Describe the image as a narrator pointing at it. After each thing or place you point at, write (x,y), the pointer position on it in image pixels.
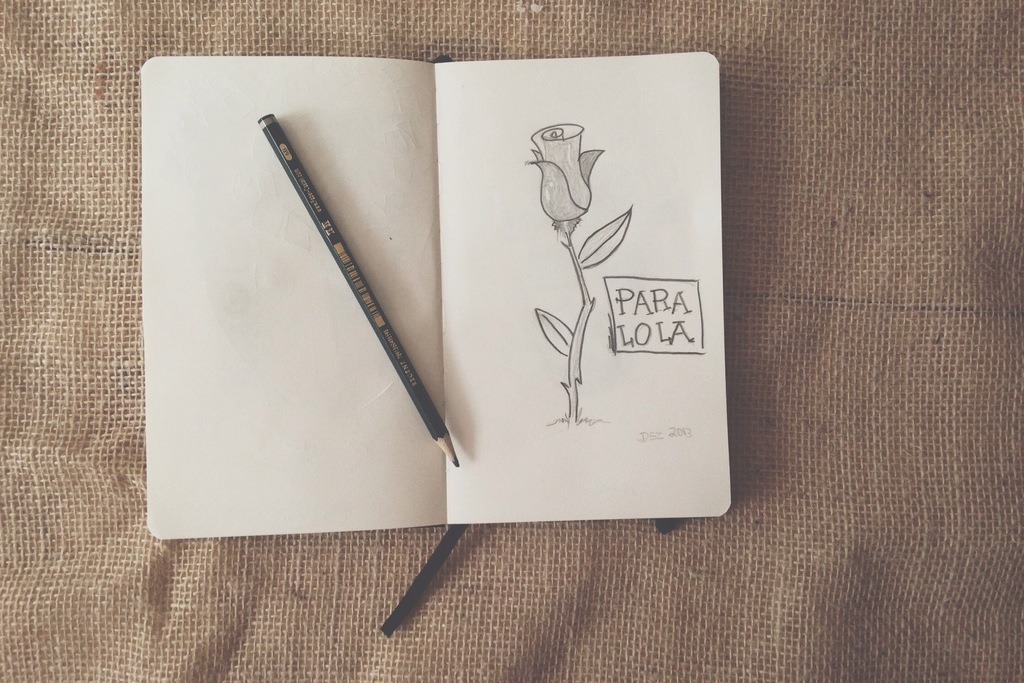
In this image we can see a pencil (323,233) and book (245,408) on which we can see pencil art (561,237) of a flower (566,337) and some text (627,300) written here. In the background (404,544), we can see the jute cloth (217,576).
